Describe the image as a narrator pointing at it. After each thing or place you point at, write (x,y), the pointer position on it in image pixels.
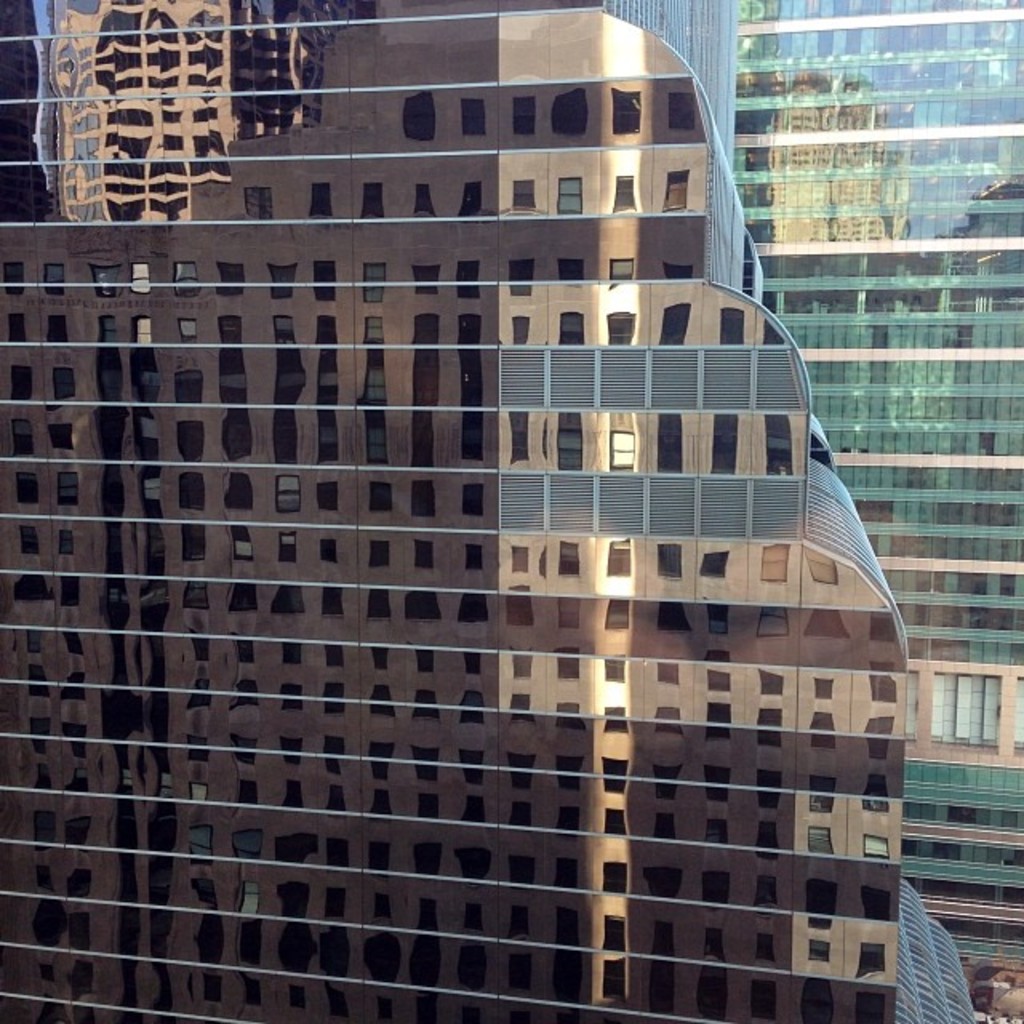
In this image I can see a building (411,605) which is brown in color and few windows (202,493) of the building (456,514). In the background (1023,427) I can see another building (860,345) which is green in color and on it I can see the reflection (890,230) of another building (831,152).
